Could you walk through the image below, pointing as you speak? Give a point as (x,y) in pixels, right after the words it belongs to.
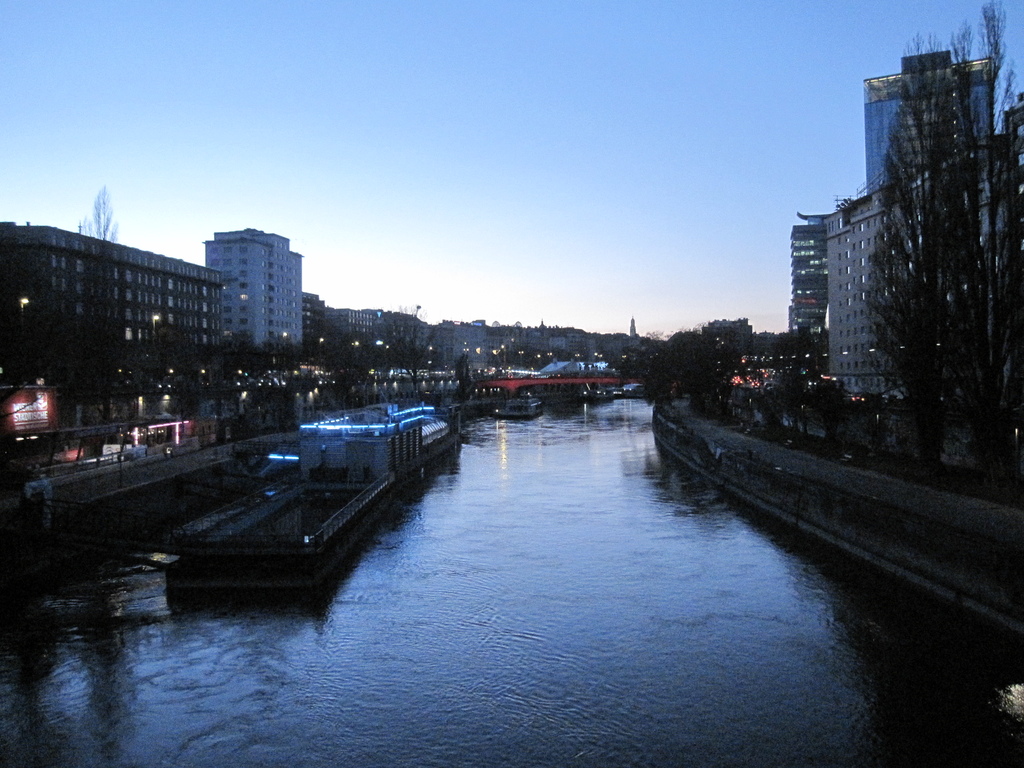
In this image we can see some boats (278,525) with lights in the water (572,609). We can also see a group of buildings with windows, a group of trees (973,436), some lights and the sky (603,113) which looks clear.
